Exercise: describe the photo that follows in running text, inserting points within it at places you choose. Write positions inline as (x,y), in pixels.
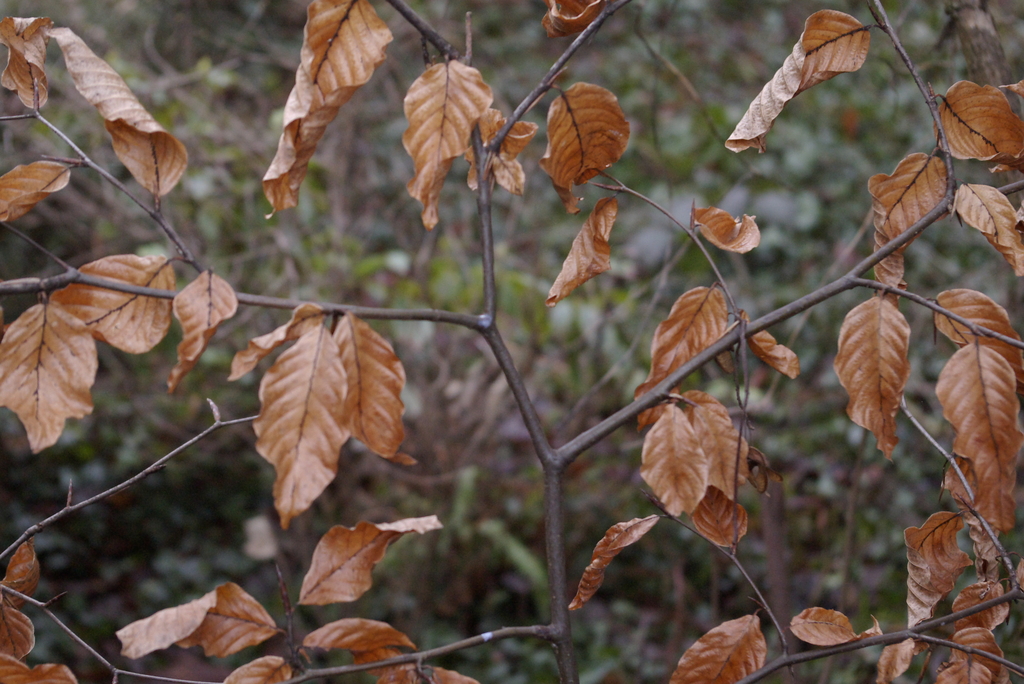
In this picture I can see few trees (408,191).
